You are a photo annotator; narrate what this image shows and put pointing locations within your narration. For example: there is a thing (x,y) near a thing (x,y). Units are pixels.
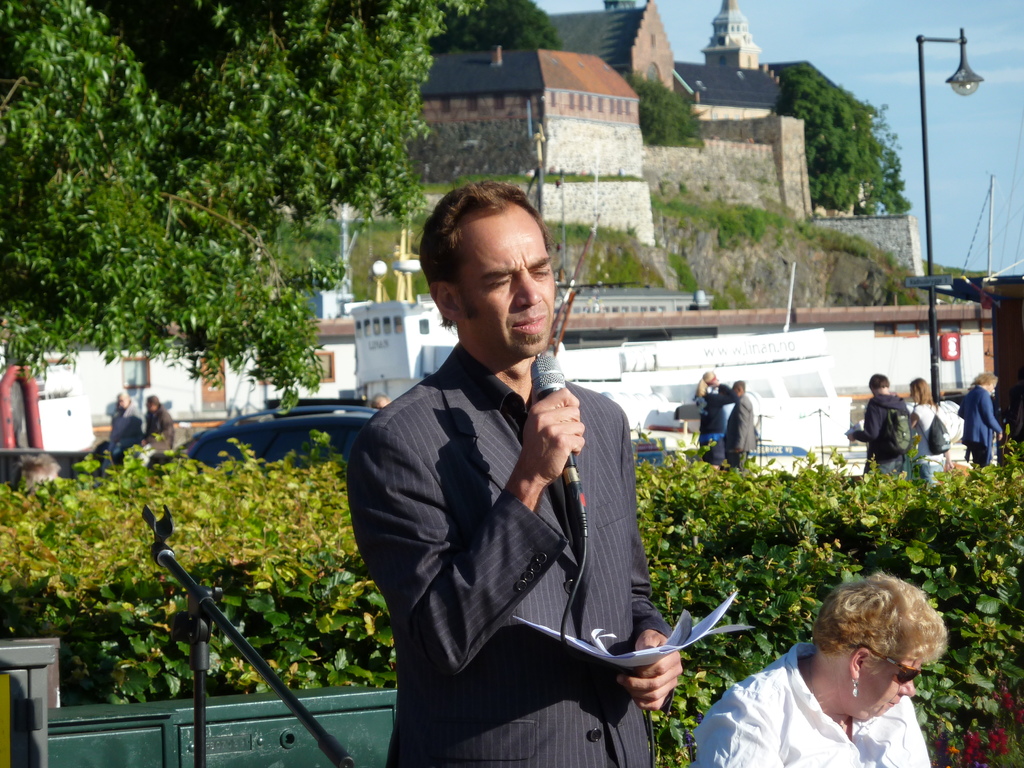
This is an outside view. Here I can see a man (492,523) wearing a suit (506,548), holding some papers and mike (549,389) in the hands (554,428) and standing. Beside him there is another person (802,739) wearing white color shirt (768,742) and sitting. On the left side (133,742) there is a metal object (156,729) and also there is a mike stand (201,610). At the back of these people (497,559) I can see few plants (307,565). In the background (618,345) there is a car (263,428), few houses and people (983,424) are standing and also I can see the trees (271,68). At the top of the image (837,28) I can see the sky (871,37). On the right side (963,46) there is a light pole (935,305).
